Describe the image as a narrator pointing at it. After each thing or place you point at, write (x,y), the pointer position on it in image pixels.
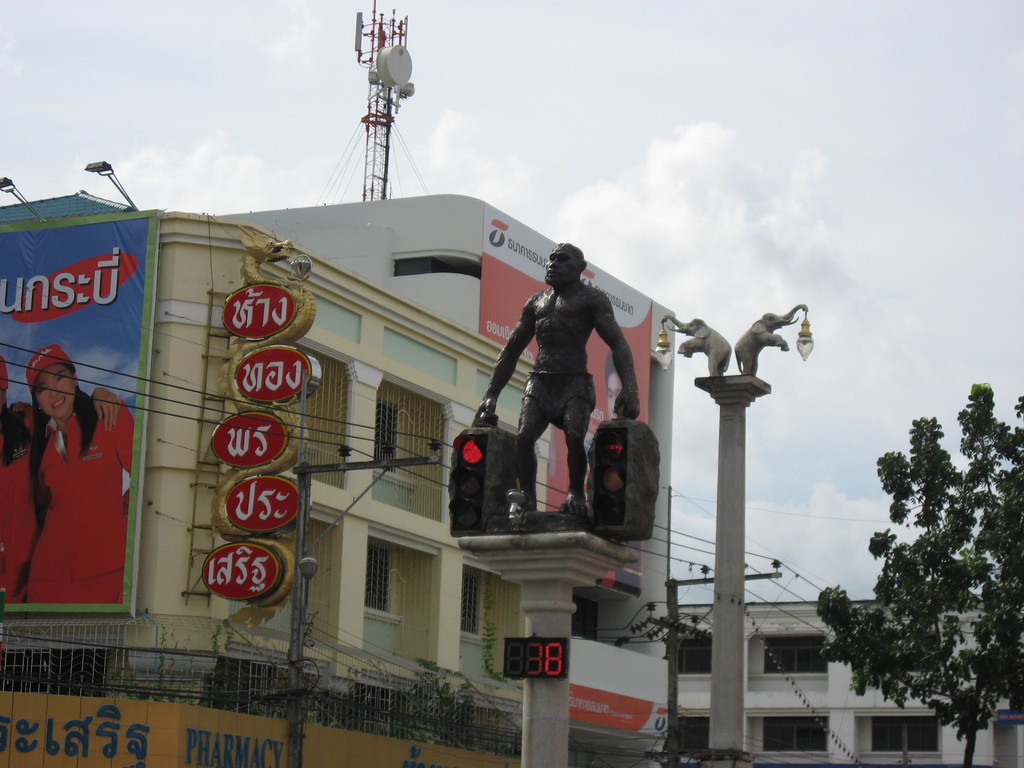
In this image, we can see the pillars (567,556) and there are some statues (545,386) on the pillars (722,508), we can see the tower (373,84), there is a building (744,656), we can see some poster (556,475), there is a green tree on the right side (947,563), at the top (362,67) there is a sky (665,82) which is cloudy.
